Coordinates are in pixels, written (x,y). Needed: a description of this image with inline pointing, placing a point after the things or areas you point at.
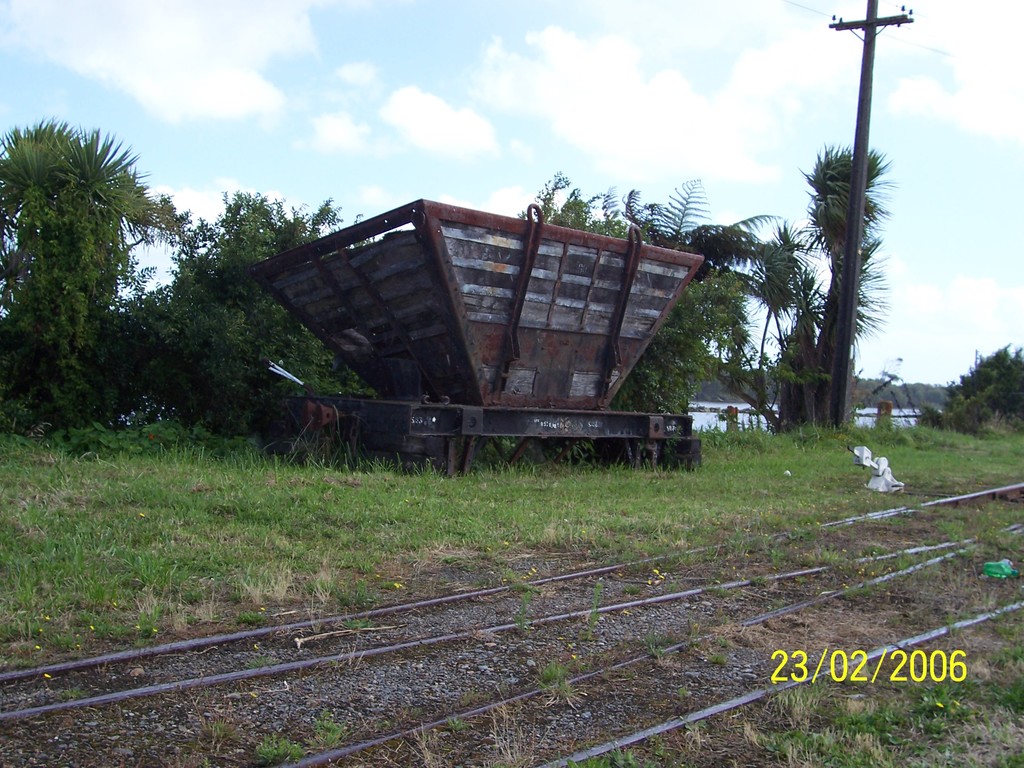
In this image, we can see a big bowl shaped object (476,356) is placed on the grass (504,502). At the bottom (584,610), we can see train tracks (668,655). Right side of the image (817,675), we can see a watermark (816,675). It represents date. Background (1012,404) there are so many trees (818,412), pole (842,392), plants (651,380) and sky (459,133).
